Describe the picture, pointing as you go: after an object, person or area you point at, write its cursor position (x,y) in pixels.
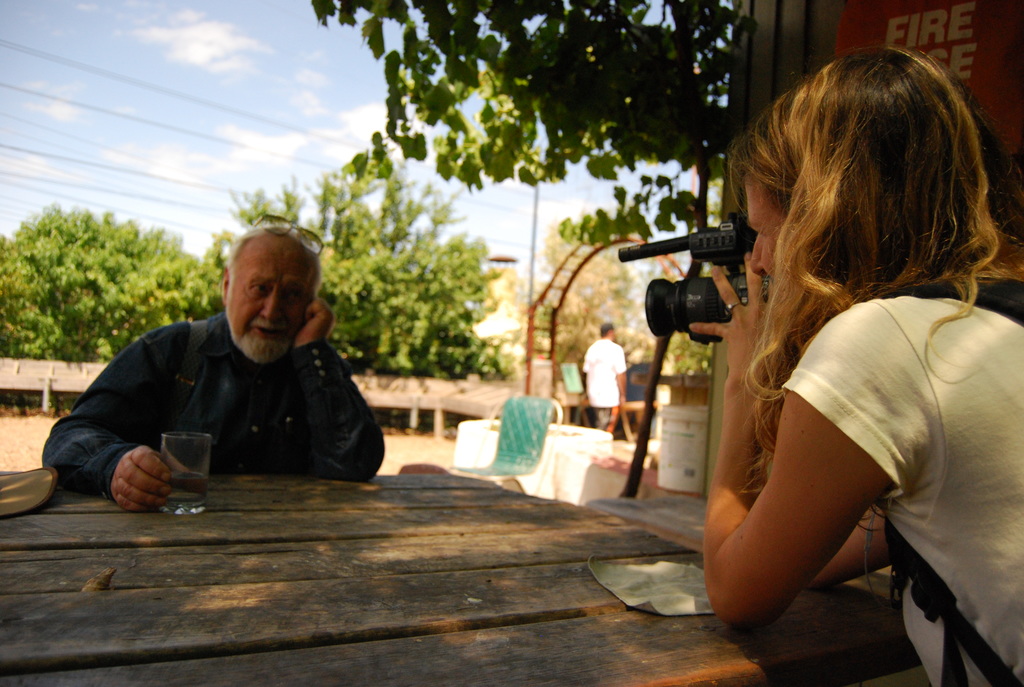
On the right (875,389) there is a woman (766,263) her hair (810,299) is long, she is holding a camera (687,293). On the left (235,398) there is an old man (252,357) he is holding glass (180,482). In the back ground (609,373) a man (601,357) is walking and there are trees (564,166), sky (338,112) and clouds (215,41).
